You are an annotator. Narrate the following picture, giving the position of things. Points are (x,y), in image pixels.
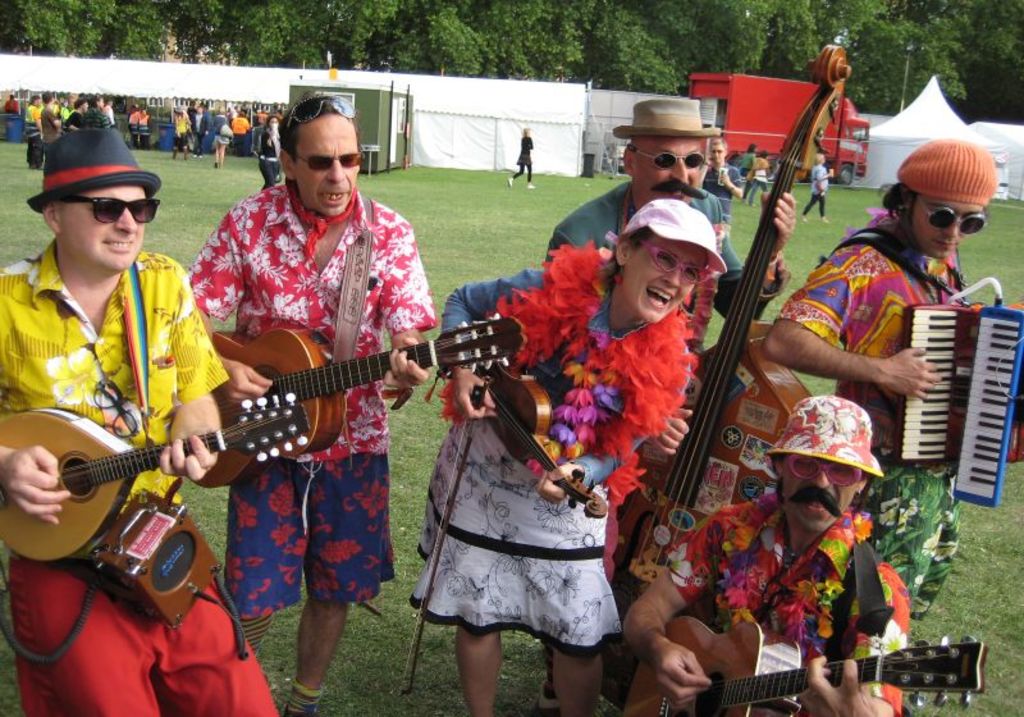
In this picture there are group of persons (852,236), those who are performing the music event in a garden (238,191), there are some other person's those are there at the left side of the image (260,152) and the person (857,379) who is standing at the right side of the image (857,389) is playing the accordion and the person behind him is playing the double bass (658,563), there is a big red color van (846,152) at the back of the image (857,161).
